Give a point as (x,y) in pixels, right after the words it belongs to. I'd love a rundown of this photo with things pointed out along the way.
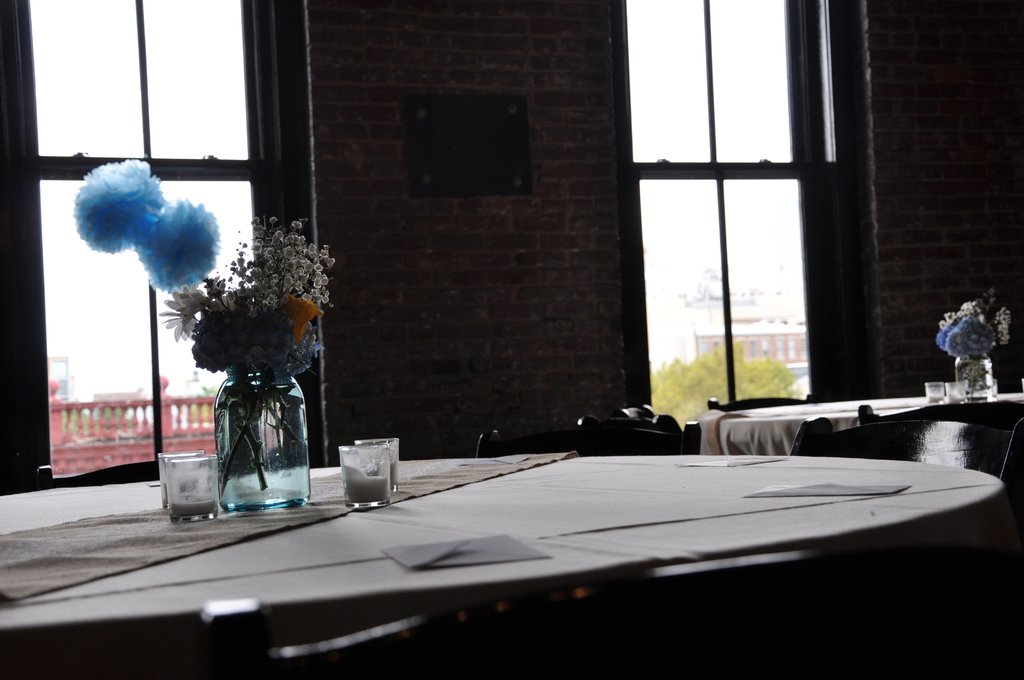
In the picture there are two empty dining tables (741,424), on the tables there are flowers vases (270,390) and candles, in the background (305,126) there are two windows (661,134) in between a brick wall (874,210).
